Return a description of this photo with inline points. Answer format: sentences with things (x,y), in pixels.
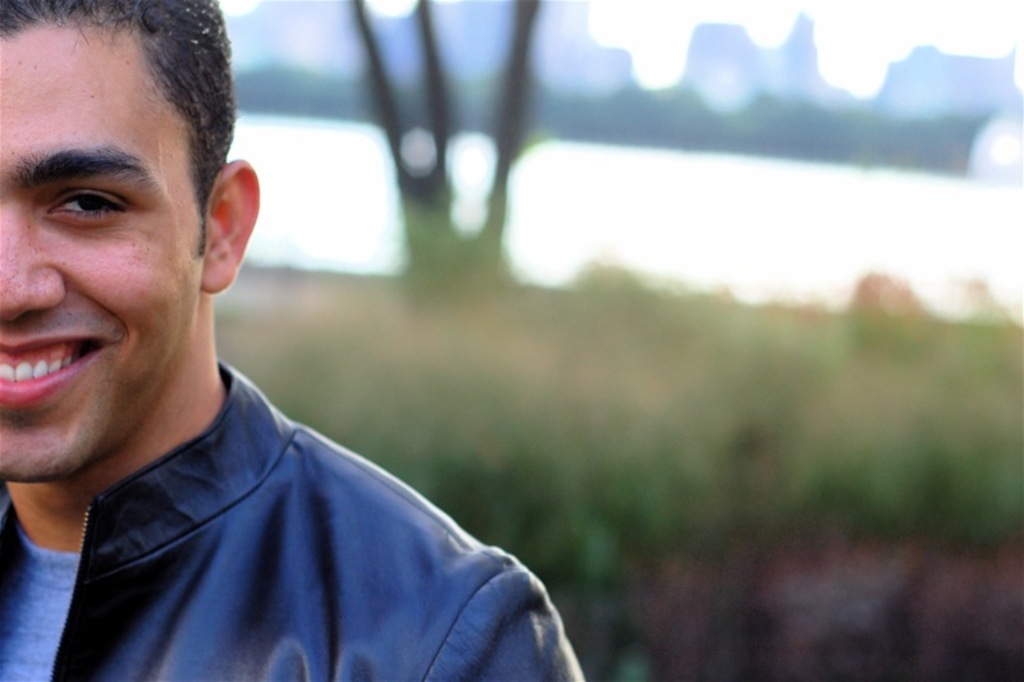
Background (987,214) portion of the picture is blur. Here we can see a man (226,493) wearing a black jacket (243,518) and he is smiling.
